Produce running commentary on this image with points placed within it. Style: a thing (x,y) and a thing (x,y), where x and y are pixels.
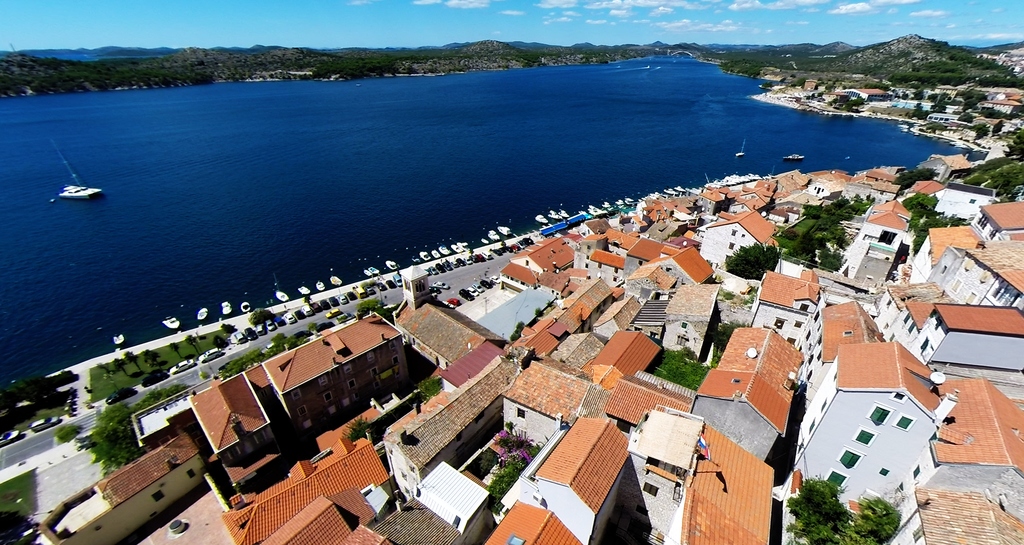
In the picture I can see the ship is on the water surface (464,147). On the right side of the image (686,302) I can see houses (575,290) and trees (816,237). In the background (416,70), I can see groups of trees (440,65). There is a sky (527,34) on the top of this image (573,43).
